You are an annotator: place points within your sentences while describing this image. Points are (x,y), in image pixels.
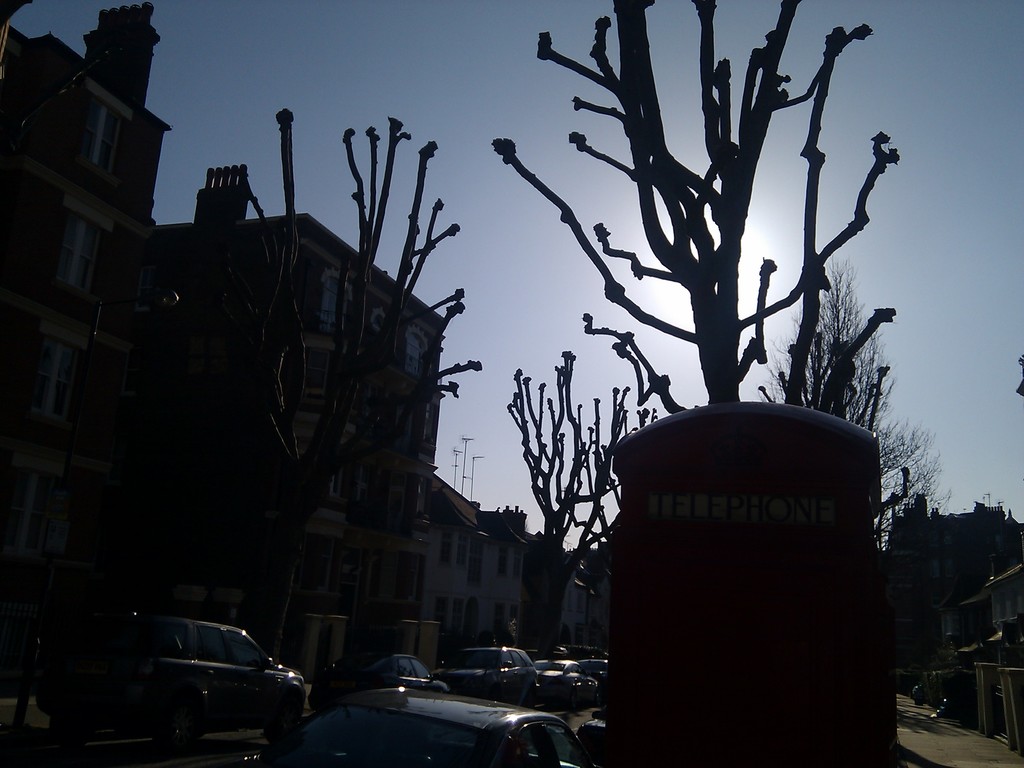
This image consists of plants (548,520) and trees (618,352). At the bottom (523,749), we can see the cars (296,757) on the road (243,740). On the left (218,415), there are buildings (510,571). At the top (364,82), there is sky (473,160).
